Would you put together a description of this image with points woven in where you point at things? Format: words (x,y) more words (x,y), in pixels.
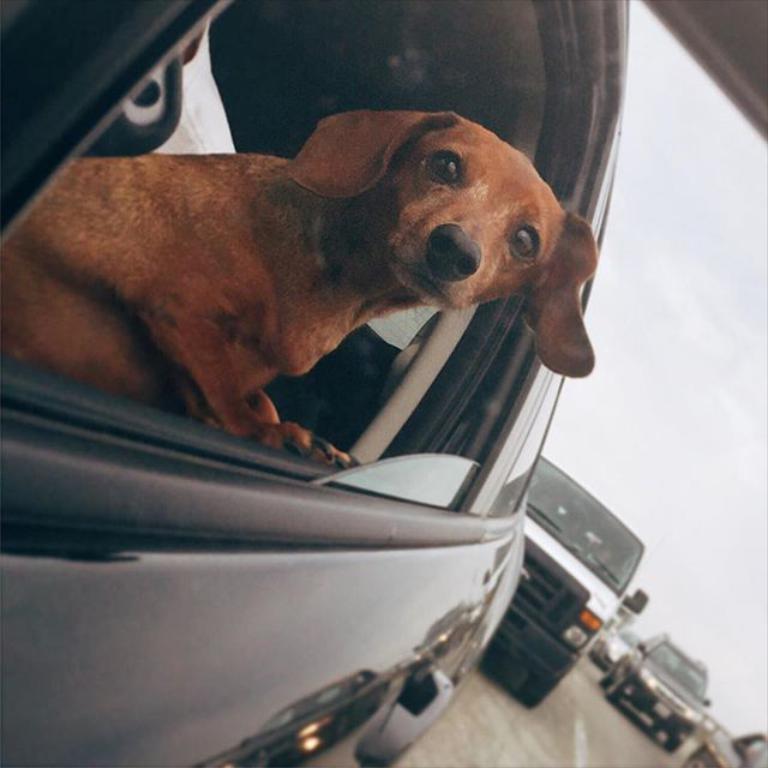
In this image we can see a dog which is inside the car (7,409). In the background (557,507) we can see a few cars (716,727) which are on the road (572,744).
